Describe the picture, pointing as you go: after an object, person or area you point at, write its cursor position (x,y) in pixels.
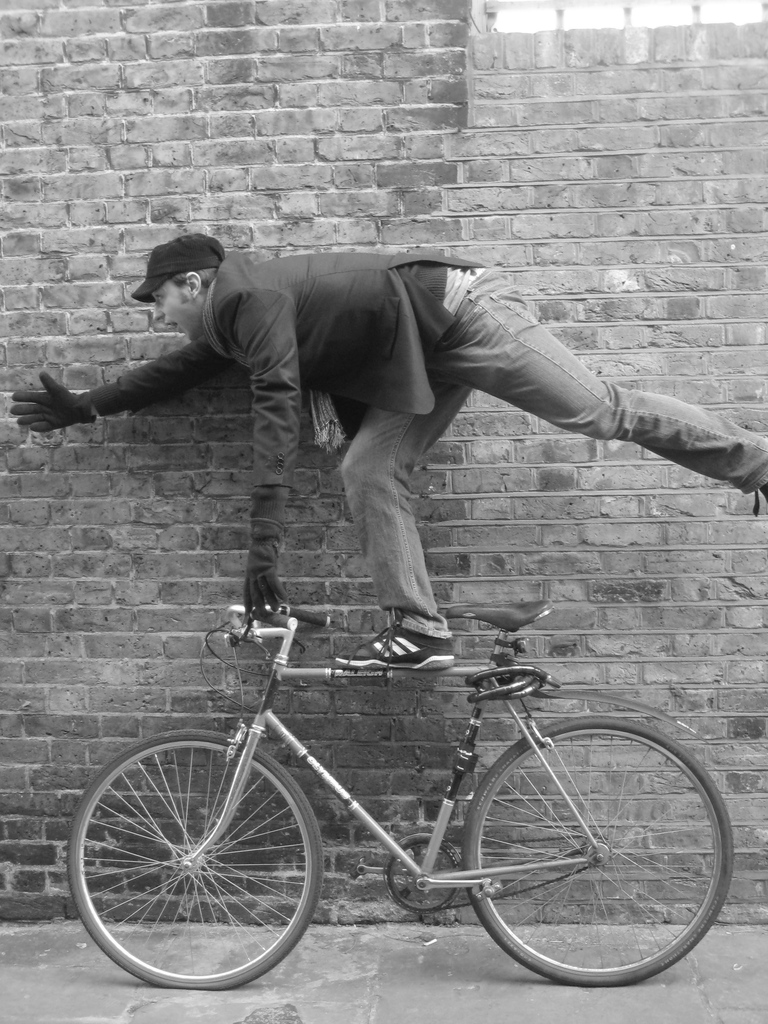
Here we can see a man (392,341) standing on a bicycle (175,848) and his one hand (269,590) is on the handle (270,610) and other hand (72,407) is spread towards left side (62,410), he is wearing a cap (214,246) and behind him there is a brick wall (436,35).
